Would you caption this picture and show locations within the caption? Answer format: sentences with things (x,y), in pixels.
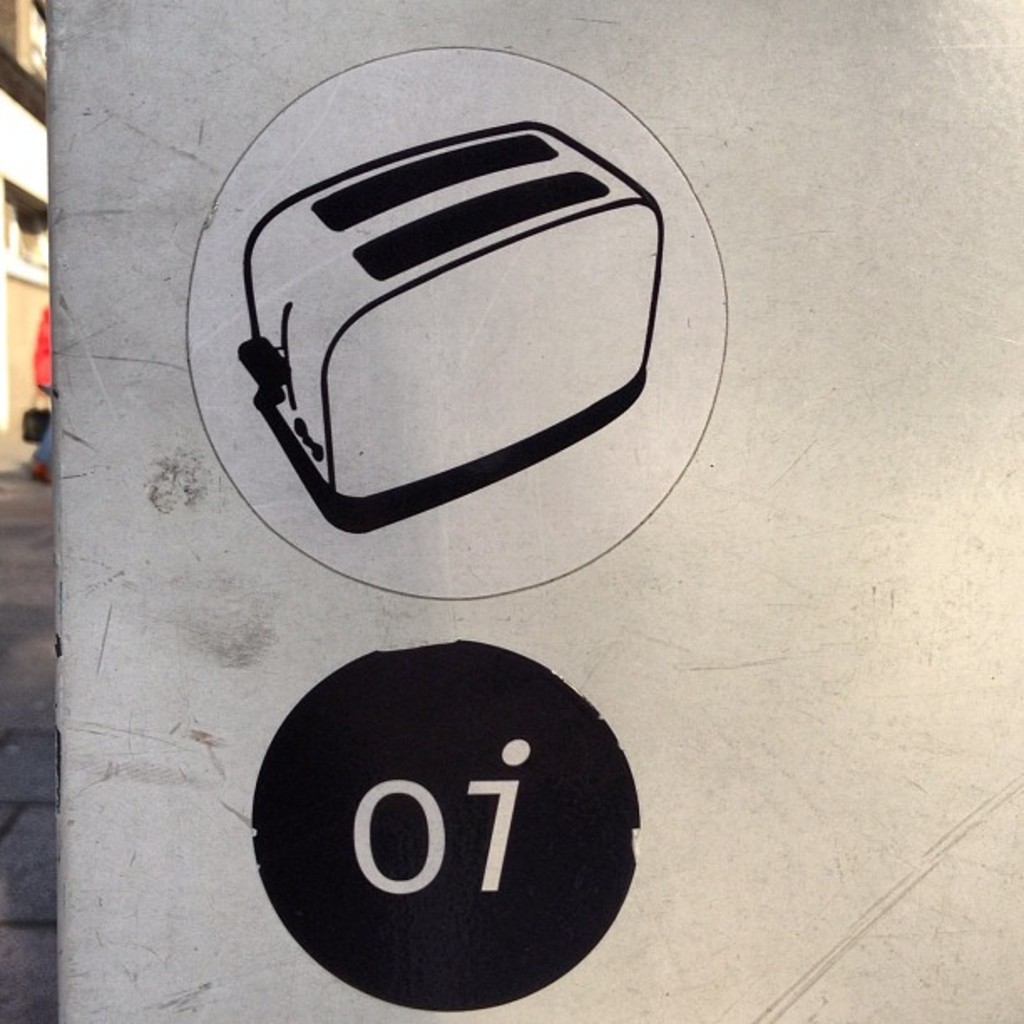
There is a logo (561,726) and black and white picture (367,405) of an object (419,472) in the foreground (438,548), it seems like building (16,143) and a person (36,393) on the left side (36,355).
